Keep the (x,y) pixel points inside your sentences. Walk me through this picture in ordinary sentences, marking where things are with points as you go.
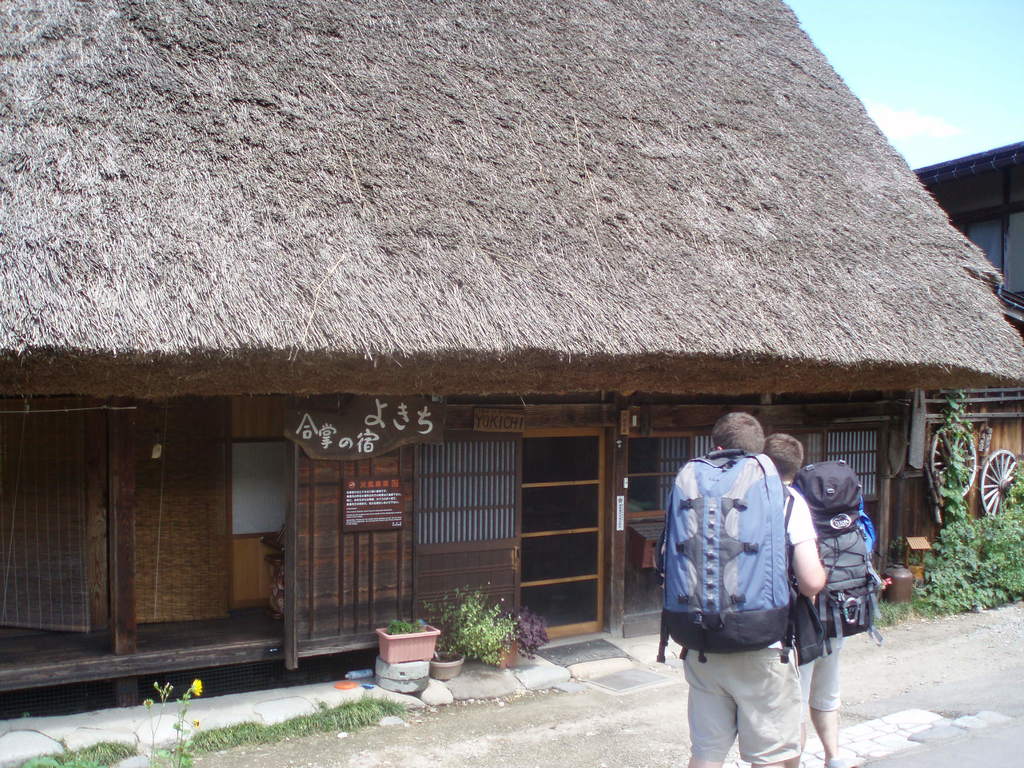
In this picture there are people (792,440) those who are standing on the right side of the image (774,445) and there is a house (594,137) in the center of the image (467,482) and there is a door (478,519) in the center of the image (588,501) and there are plants (471,597) at the bottom side of the image (973,565), there is another house (1009,222) on the right side of the image (1019,297).
